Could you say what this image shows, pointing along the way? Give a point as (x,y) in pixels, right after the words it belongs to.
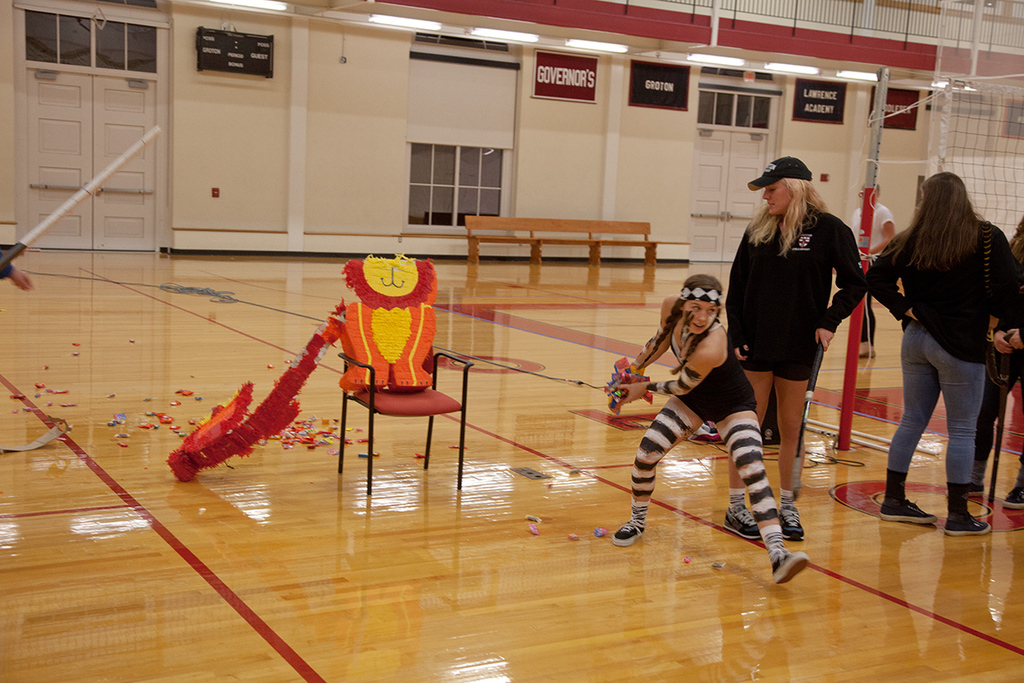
In this picture we can see some people (927,344) are standing, a girl (746,418) in the front (732,411) is throwing something, there is a chair (421,403) in the middle (401,399), in the background (667,83) we can see a bench (564,240), some boards (563,80), doors (41,189) and glasses (473,171), on the right side (991,160) there is a net (984,134), we can see lights (718,63) at the top of the picture (482,29).
